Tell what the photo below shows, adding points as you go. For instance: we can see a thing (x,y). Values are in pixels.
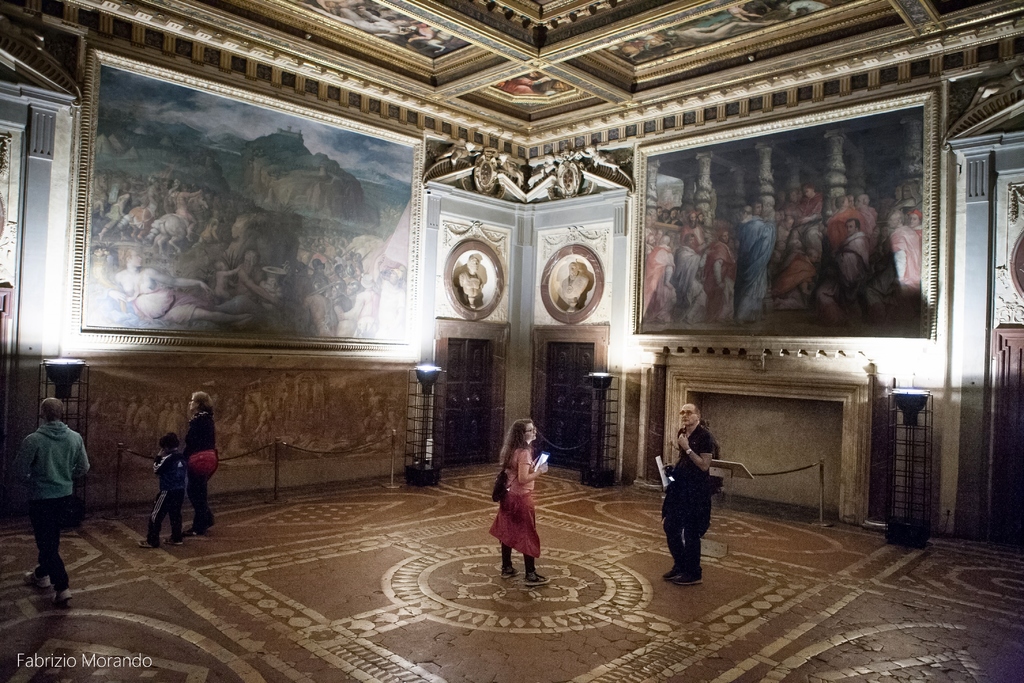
This picture is clicked inside the hall (748,441). On the right (692,491) we can see the two persons (532,485) holding some objects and standing on the floor (603,568). On the left (199,475) we can see the group of persons (183,470) seems to be walking on the floor (285,587). In the background (672,192) we can see the picture frames (648,155) hanging on the wall (623,159), containing the pictures (834,235) of group of persons (899,241) and the pictures (200,139) of sky (262,124) and some other objects (312,226) and we can see the sculptures (572,285) of some objects (458,277) and we can see the doors (470,394), lights (431,374) and some other objects (820,491). At the top (475,66) we can see the roof (586,9). In the bottom left corner (112,661) we can see the text (100,665) on the image.
